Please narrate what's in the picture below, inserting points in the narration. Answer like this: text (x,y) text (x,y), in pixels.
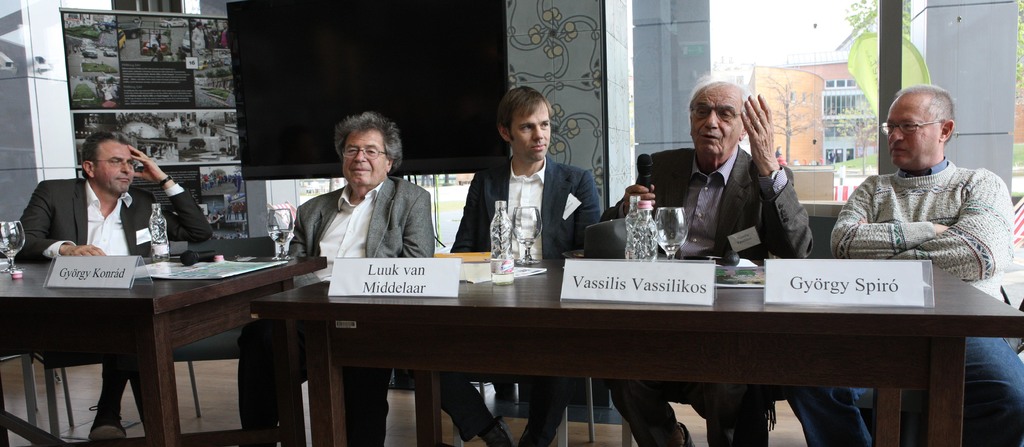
In this picture i could see five people (486,202) sitting on the chair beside brown color dining table (131,299) and there are wine glasses (10,245) on them and name plate (84,275) and some bottles (497,236) and they are in formals (177,203) in the back ground (830,68) i could see a building (803,87) and a TV screen (298,43) and a banner (151,69).
